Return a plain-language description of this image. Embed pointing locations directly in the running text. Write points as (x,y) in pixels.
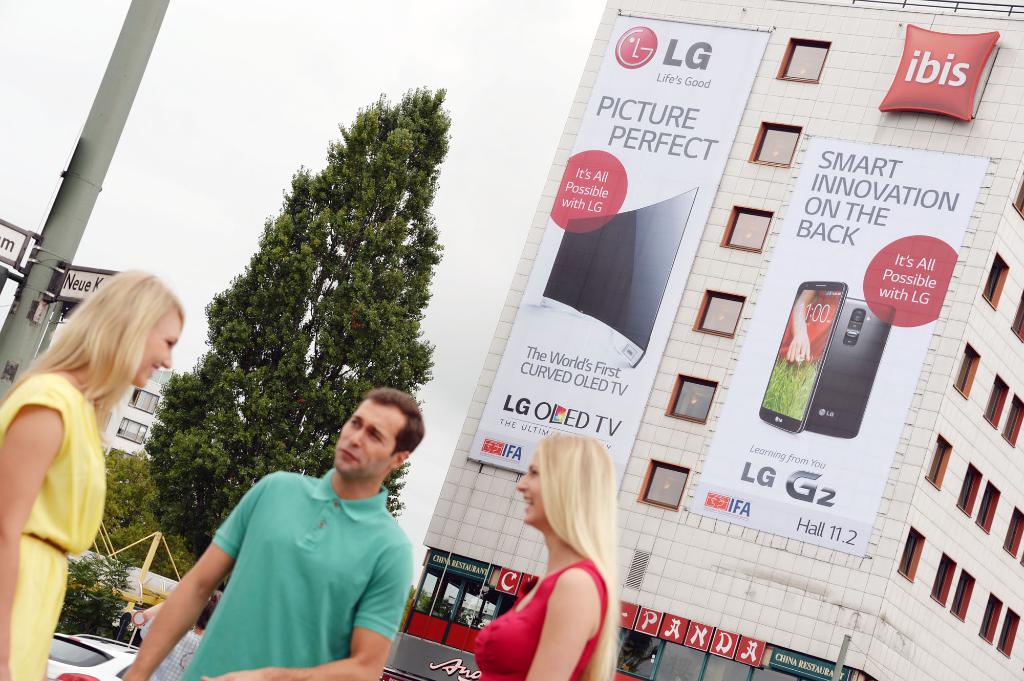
In this picture I can observe three members (121,381). Two of them are women (91,344) and one of them is a man (205,644). The two women (487,647) are smiling. On the right side (935,255) I can observe a building (693,663) on which there are two posters (827,216). Beside the building (579,288) there is a tree (238,418). On the left side (78,221) there is a pole (69,170). In the background (211,138) there is sky (500,154).
